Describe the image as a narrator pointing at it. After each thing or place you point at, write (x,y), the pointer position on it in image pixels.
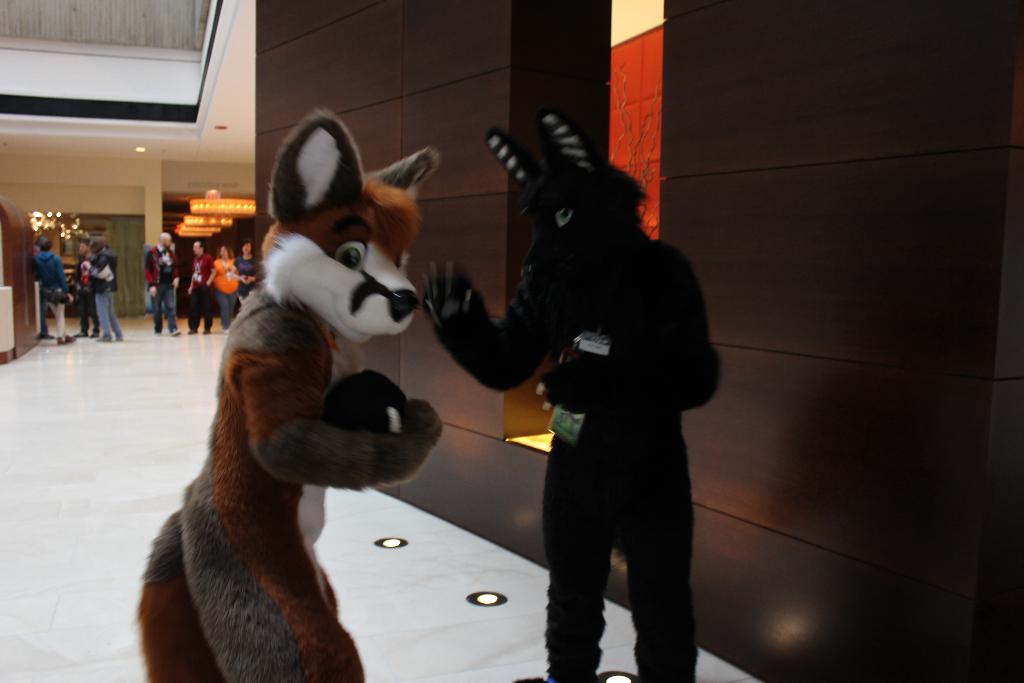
In this picture, we can see a few people (152,268), costumes (574,527), we can see the ground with lights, and the wall (106,209), roof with lights (190,213) and some objects (206,221) attached to it.
